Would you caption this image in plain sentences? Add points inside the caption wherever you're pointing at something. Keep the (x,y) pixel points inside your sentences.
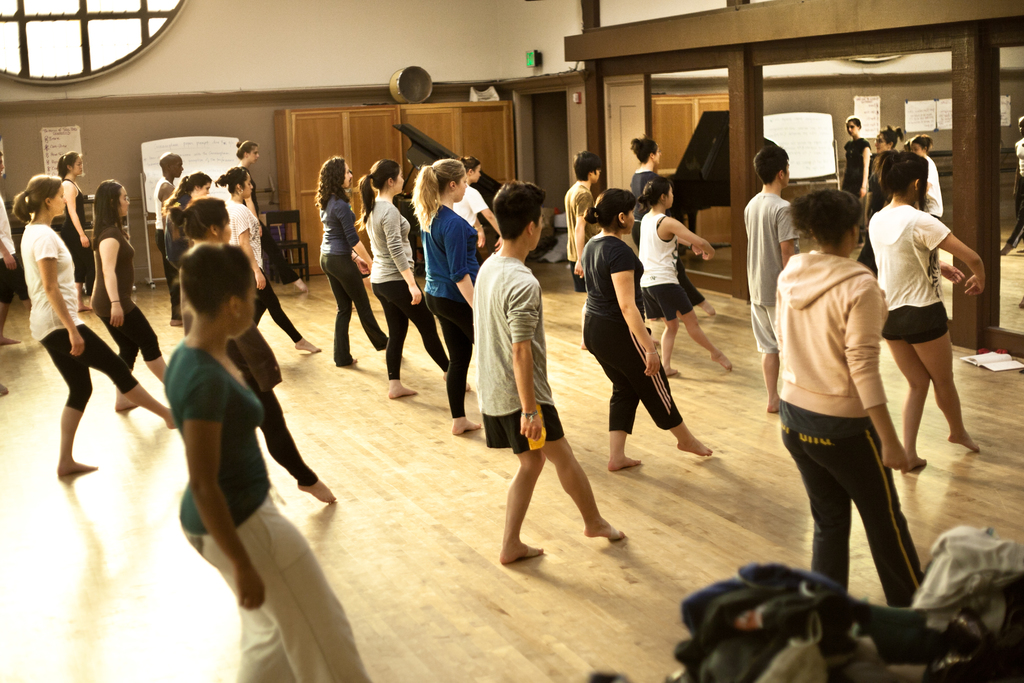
The picture looks like it is taken in a dance club (969,417). In the foreground of the picture (576,322) we can see lot of people (512,262) dancing. On the right (859,94) we can see mirrors (677,122). In the background (458,57) there are cupboards (344,137), wall (260,42), window (68,25), board (200,154), chairs (286,219) and various other objects (442,154). In the foreground (844,634) towards right (875,631) there is an object (866,636).
